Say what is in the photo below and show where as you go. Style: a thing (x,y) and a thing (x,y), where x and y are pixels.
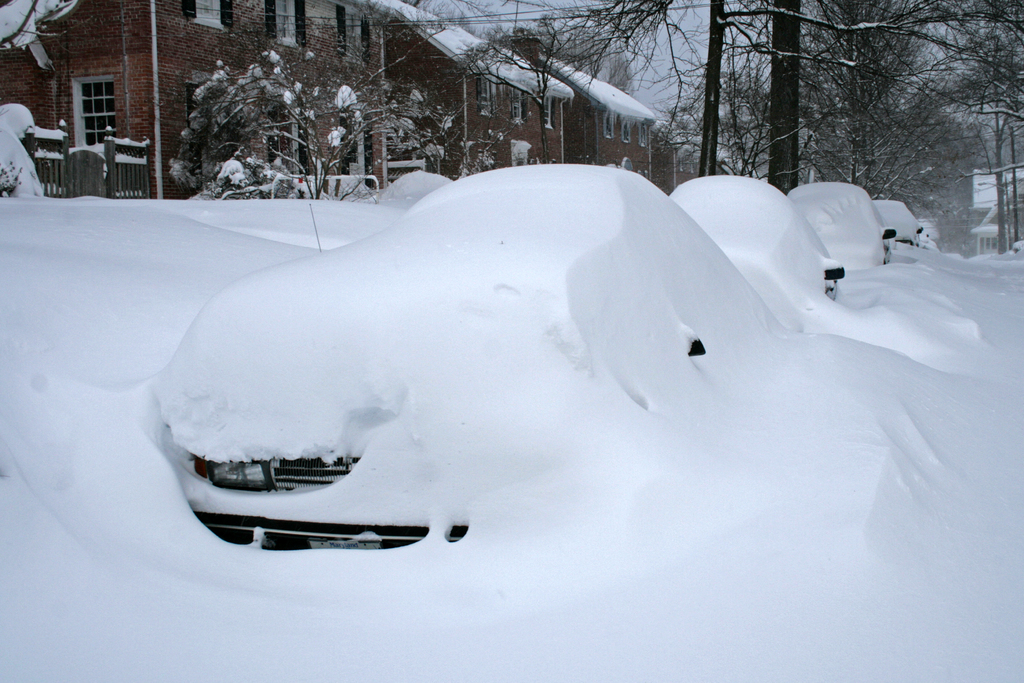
In this image I can see cars (419,496) covered with the snow (565,351). There are trees (405,138) and buildings (179,97) on the left (179,97).
